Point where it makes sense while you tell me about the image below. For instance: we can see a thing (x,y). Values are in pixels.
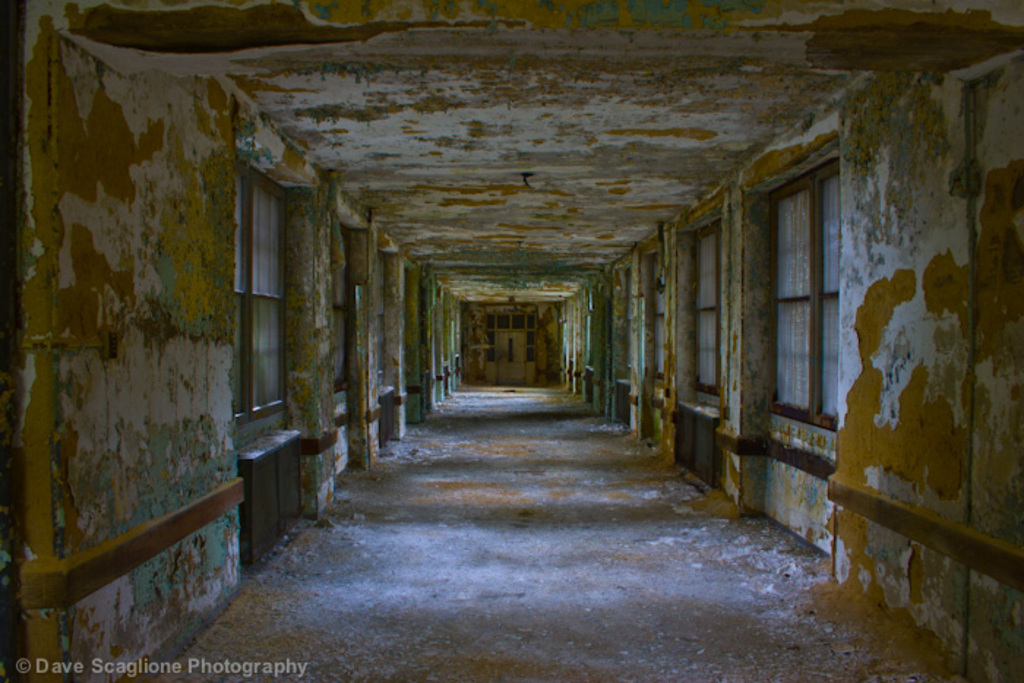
In the picture I can see windows (253,401), walls (328,395) and ceiling (449,114). This is an inside view of a building (515,526). On the bottom left side of the image (194,669) I can see a watermark (135,668).
